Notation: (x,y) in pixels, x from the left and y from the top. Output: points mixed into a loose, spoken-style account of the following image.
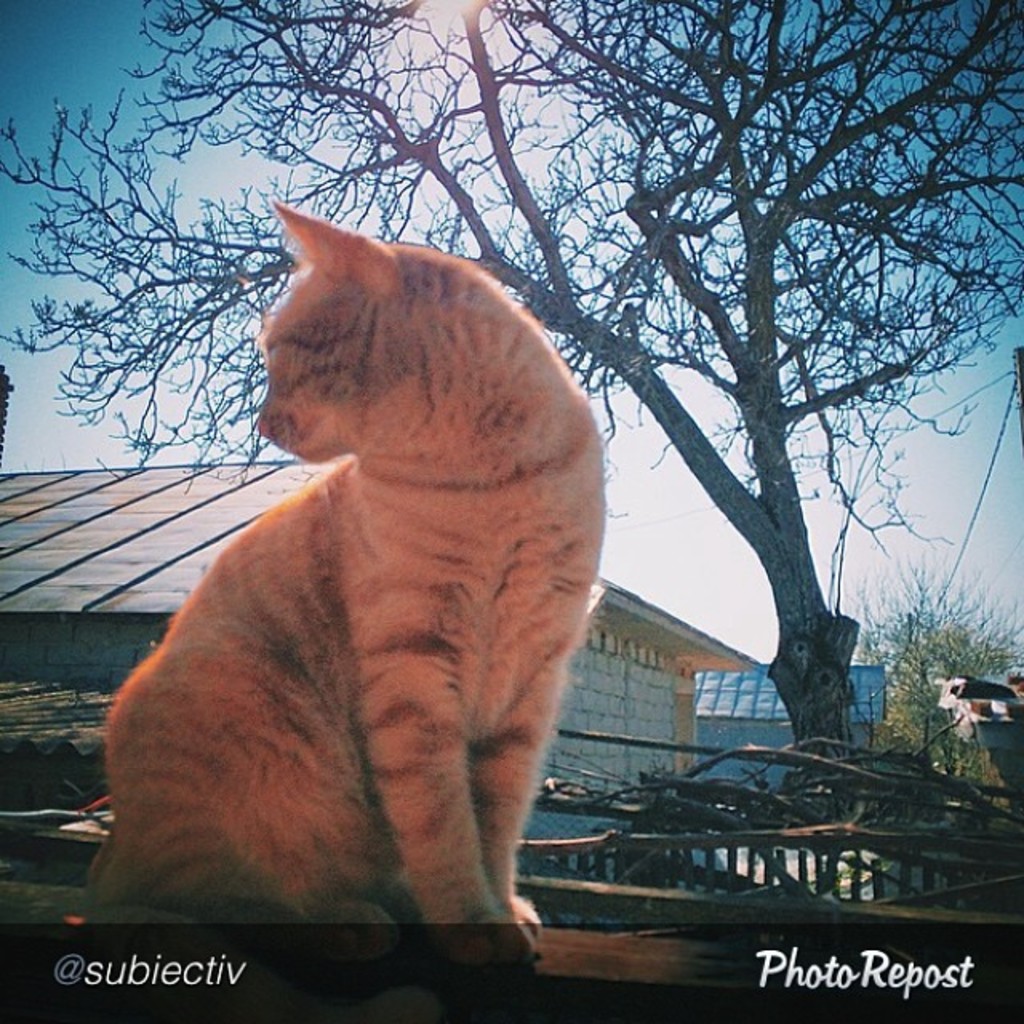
In this image there is a cat (371,749) sitting on a surface (549,939). Behind it there is a wooden railing (696,879). To the left (179,535) there are houses (614,640). To the right (819,711) there are trees (789,505). At the top (277,119) there is the sky (854,562). At the bottom (966,976) there is text (934,976) on the image.
